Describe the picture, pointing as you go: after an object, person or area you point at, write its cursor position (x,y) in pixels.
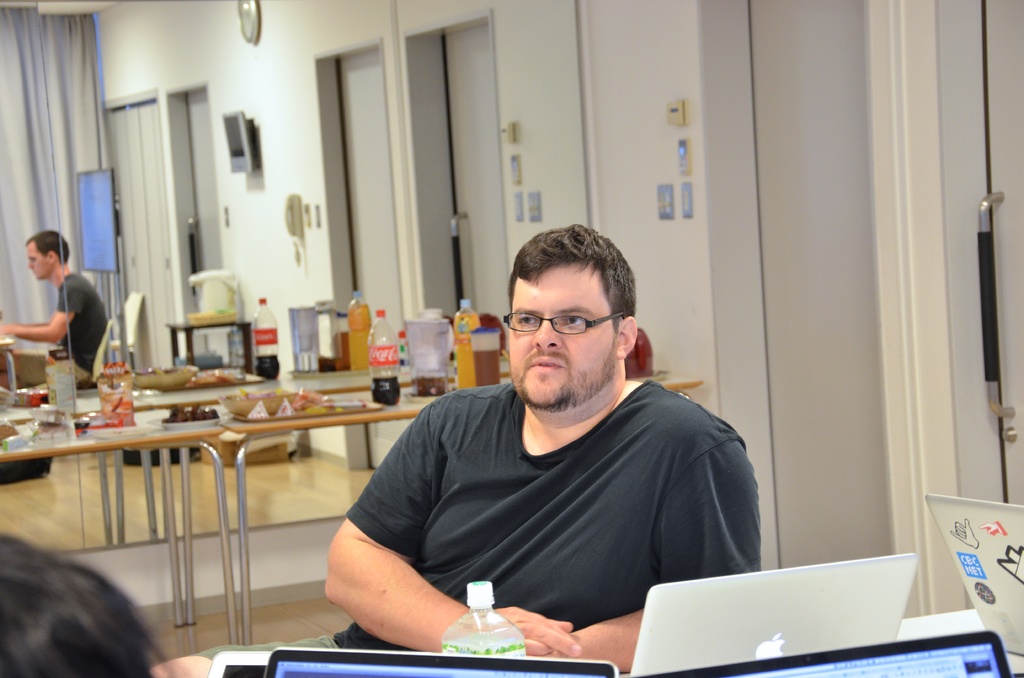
This picture describes about few people (504,473), they are seated on the chair (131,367) in front of the mirror (149,145). In front of them we can see bottle (474,623) and laptop (665,609), and also we can see food items (56,374) on the table (226,427).
